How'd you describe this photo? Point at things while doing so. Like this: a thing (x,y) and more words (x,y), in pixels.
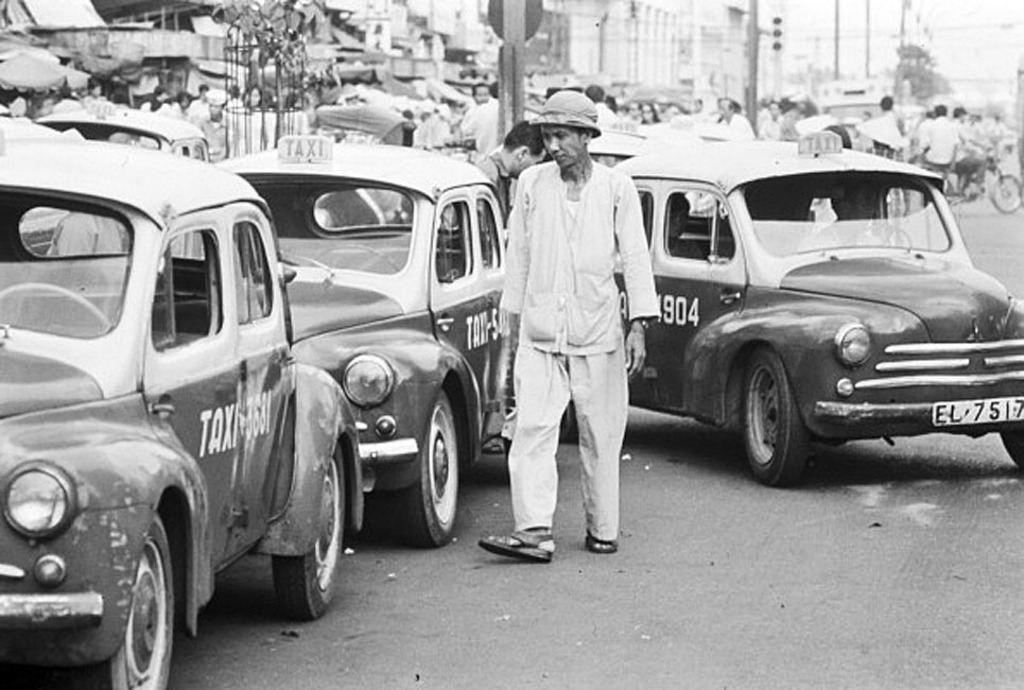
This picture shows few buildings (539,68) and few poles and we see few people (870,126) standing and a man (932,151) on the motorcycle (958,173) and we see few cars (664,342) parked and we see a man (581,322) standing, He wore a cap (554,123) on his head (553,148).
